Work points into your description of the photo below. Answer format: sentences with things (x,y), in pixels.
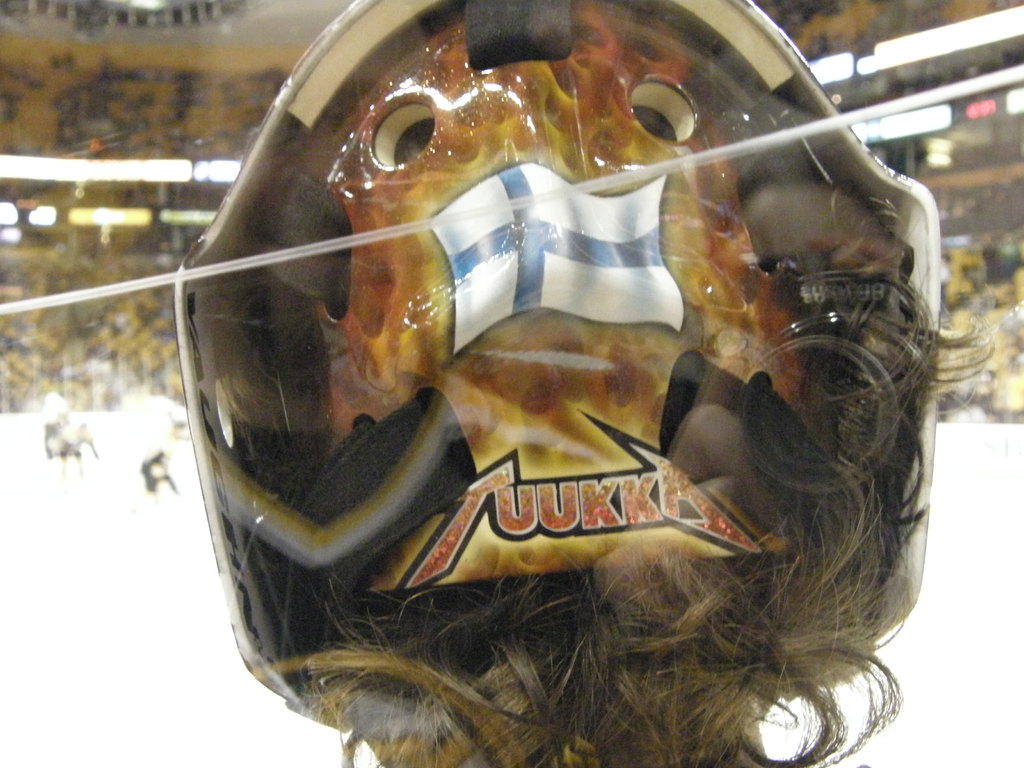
In this image we can see a brown color object (658,456). Here we can see a person's hair (590,674). The background of the image (1006,542) is blurred.
